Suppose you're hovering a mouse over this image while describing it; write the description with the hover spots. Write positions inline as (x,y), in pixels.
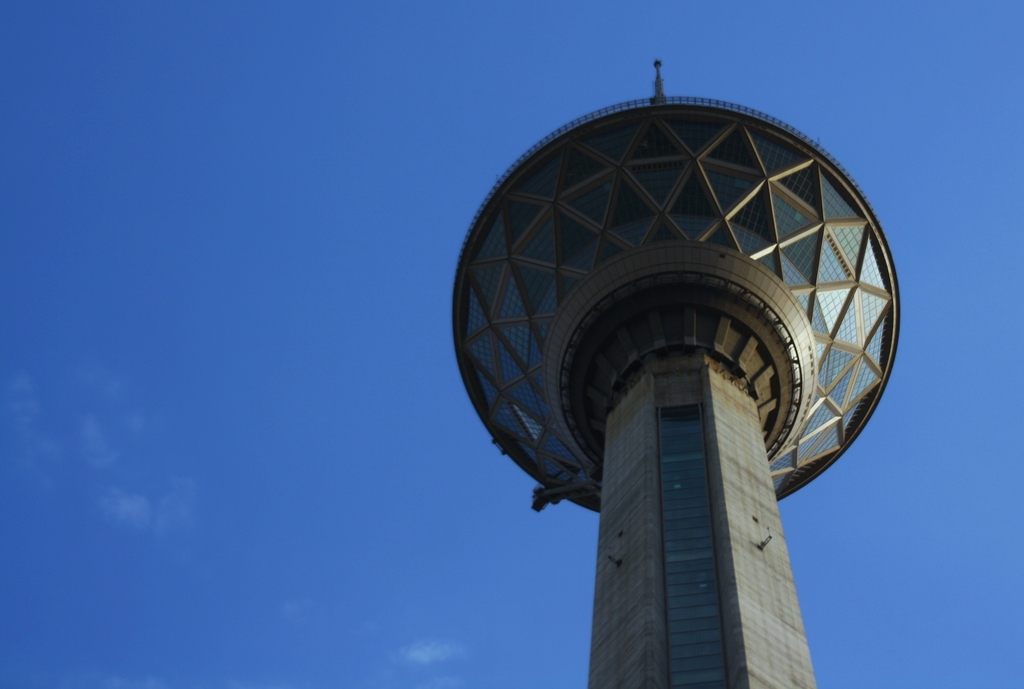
In this image we can see a tower (621,399). In the background (391,334) there is sky (266,416).
